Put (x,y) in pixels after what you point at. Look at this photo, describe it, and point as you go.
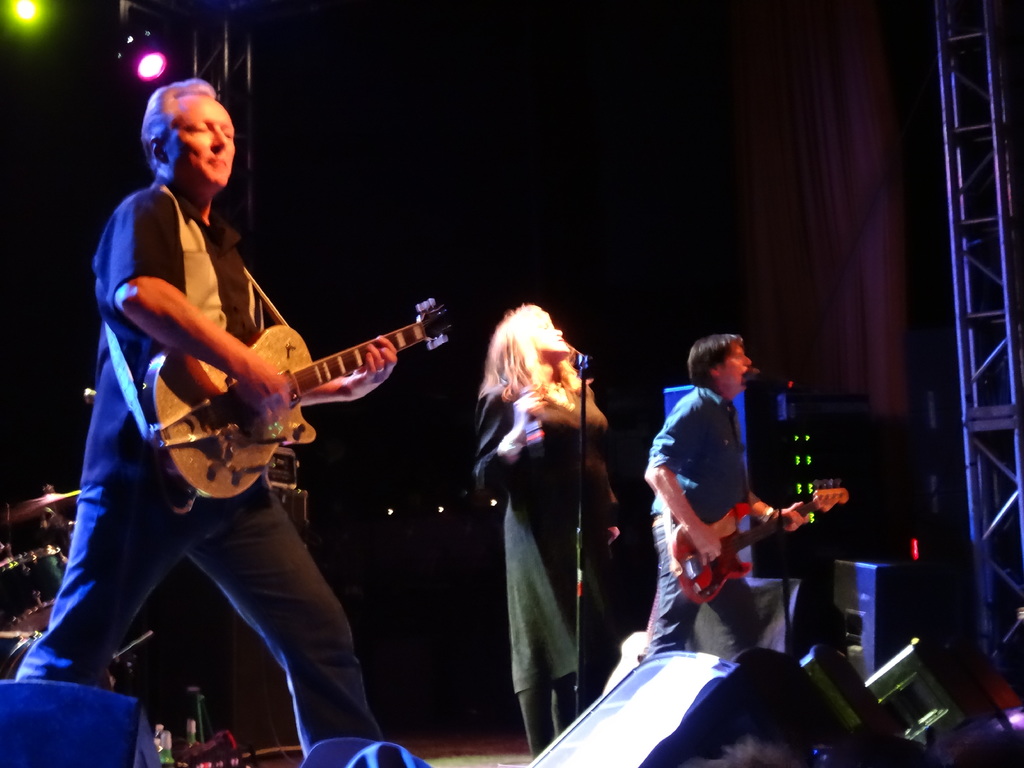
In this image I see 2 men (180,212) and a woman (489,424) who are standing and I can also see that these are holding the guitars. In the background (14,502) I see the musical instrument (58,503) and the lights (22,0).
